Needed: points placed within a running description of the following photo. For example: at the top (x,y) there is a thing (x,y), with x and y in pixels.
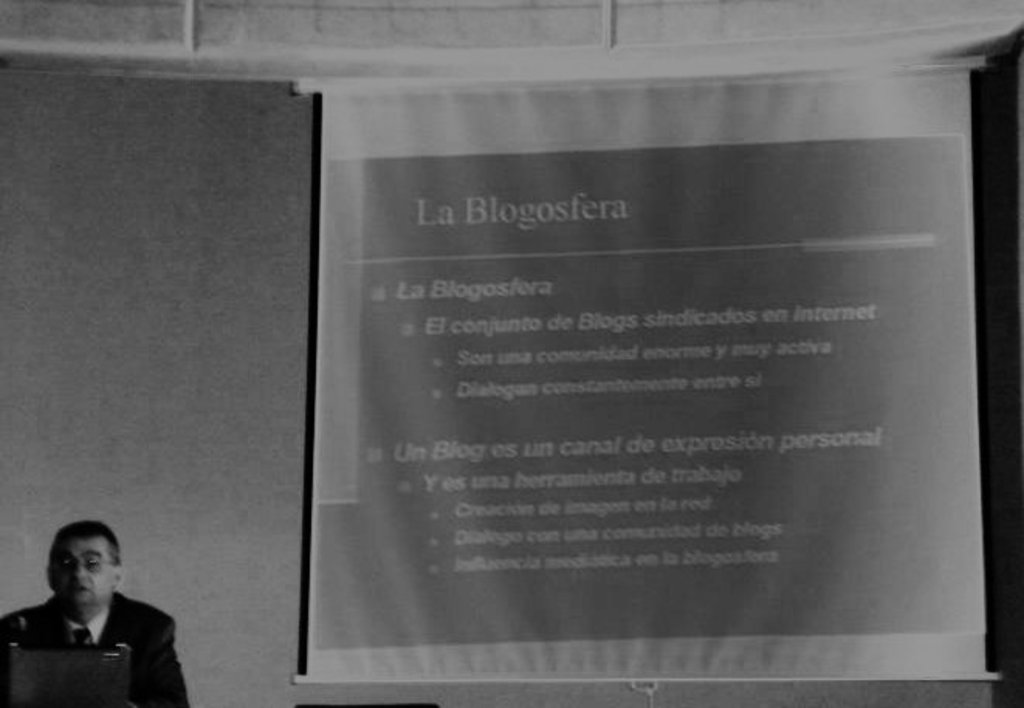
In the center of the image (524,467) we can see a screen (700,437) with some text (512,538). In the left side of the image (57,692) there is a person (116,614) and a laptop (73,697).
